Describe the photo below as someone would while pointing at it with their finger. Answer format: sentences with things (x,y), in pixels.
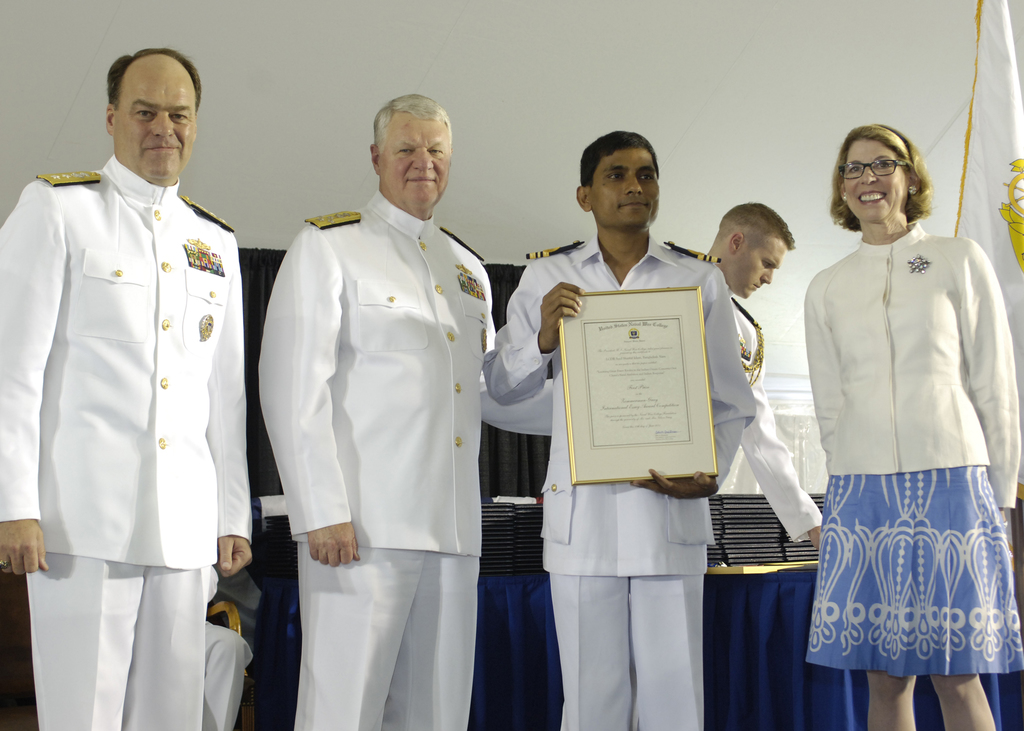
In this image there are four persons (864,335) in the middle (382,418). There is a woman (873,323) on the right side (913,356). Beside her there is a man (611,620) who is standing on the floor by holding the certificate (629,372). On the left side (242,339) there are two officers (296,349). In the background (792,588) there is a table (757,583) on which there are books (738,524). On the right side (976,160) top corner there is a flag (1013,132). In the background (745,245) there is a person (757,250).
